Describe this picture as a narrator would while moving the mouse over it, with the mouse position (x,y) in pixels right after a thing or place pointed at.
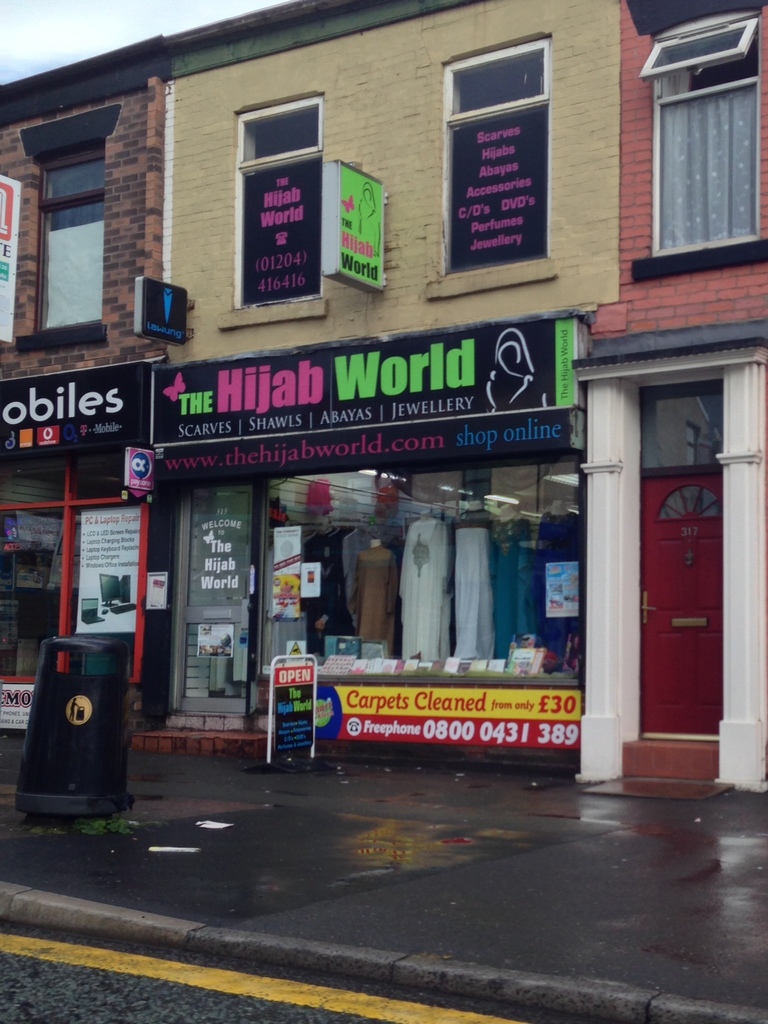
In this image we can see a building (623,401) with windows (675,438). We can also see the sign boards (359,464) with some text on it, a trash bin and a board (287,738) on the road (286,756). We can also see some mannequins (529,631) with dress (423,620) which are placed inside the building (323,743). On the top of the image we can see the sky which looks cloudy.
